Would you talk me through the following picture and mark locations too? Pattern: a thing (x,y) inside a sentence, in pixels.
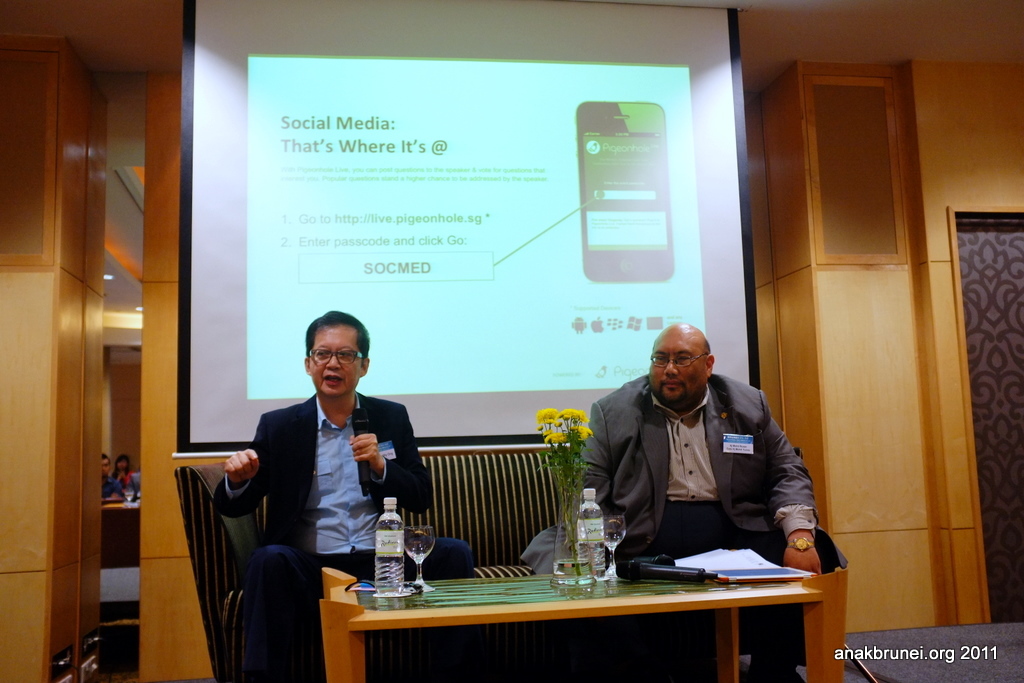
In this image we can see two persons (268,619) sitting on a sofa (232,606). They are wearing a suit (798,503) and the person (279,462) who is on the left side (287,625) holding a microphone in his hand (377,448) and he is speaking. In the background (385,225) we can see a screen (323,197).
